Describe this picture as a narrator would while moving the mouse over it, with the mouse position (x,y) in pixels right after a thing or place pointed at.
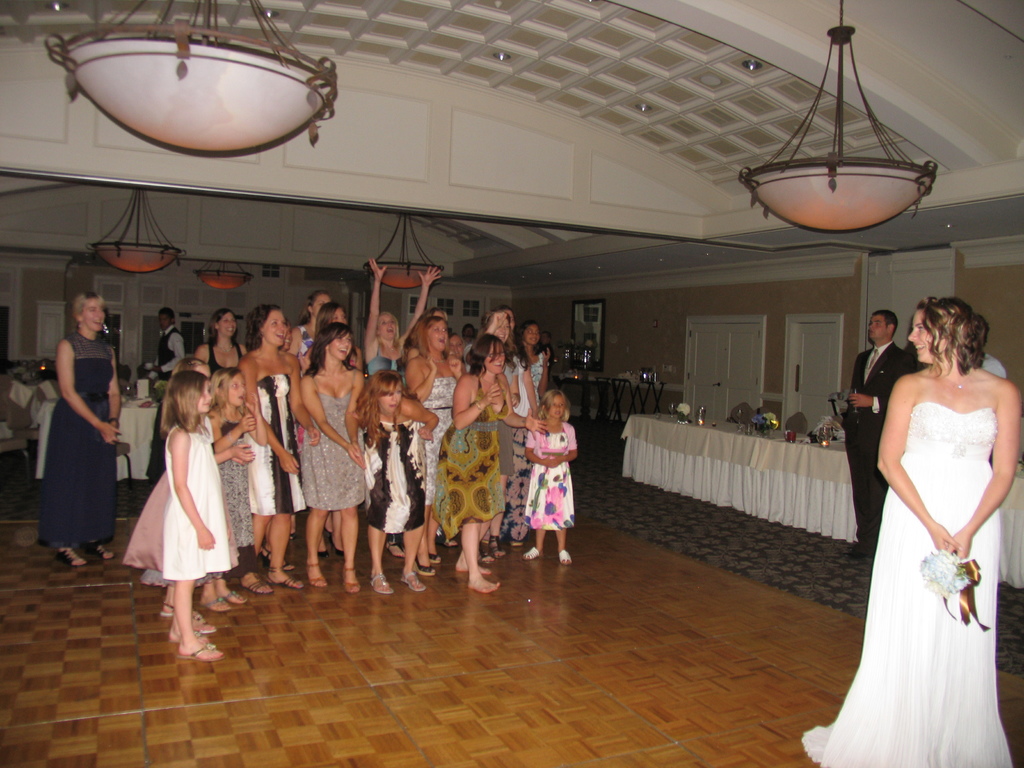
This image is taken indoors. At the top of the image (593,60) there is a roof (694,66) with a few lights (751,68) and there are few chandeliers (181,82). In the background (78,272) there is a wall (566,292) with a few picture frames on it and there are a few doors (808,375). There are a few tables (126,410) with tablecloths (138,405) and a few things (129,394) on them. On the right side of the image (719,448) there are a few things (650,387) and there are a few tables (755,462) with tablecloths (727,438) and a few things (830,440) on them. On the right side of the image (908,402) two men (867,441) are standing and a woman (914,455) is standing and she is holding a bouquet (953,590) in her hands (943,538). In the middle of the image (343,414) many people (169,483) are standing on the floor (598,512).
